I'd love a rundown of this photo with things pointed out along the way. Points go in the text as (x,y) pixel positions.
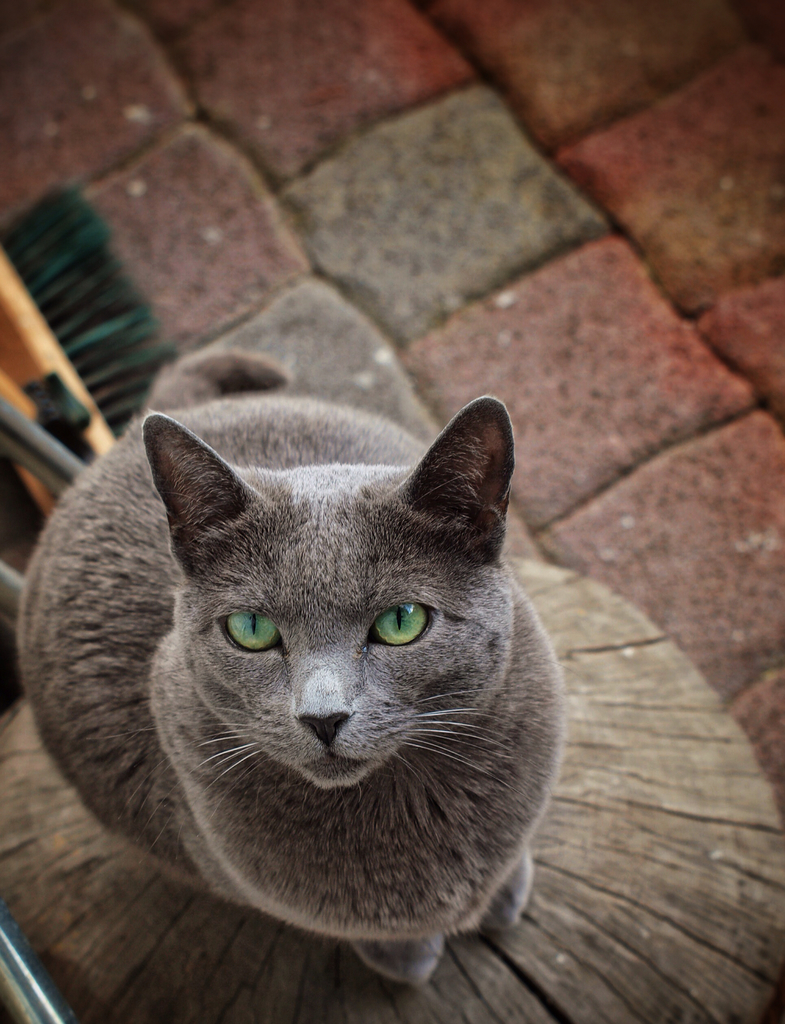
In this image we can see a cat (384,602) sitting on the object (516,970) and there are some other things (63,406) on the floor (751,628).
